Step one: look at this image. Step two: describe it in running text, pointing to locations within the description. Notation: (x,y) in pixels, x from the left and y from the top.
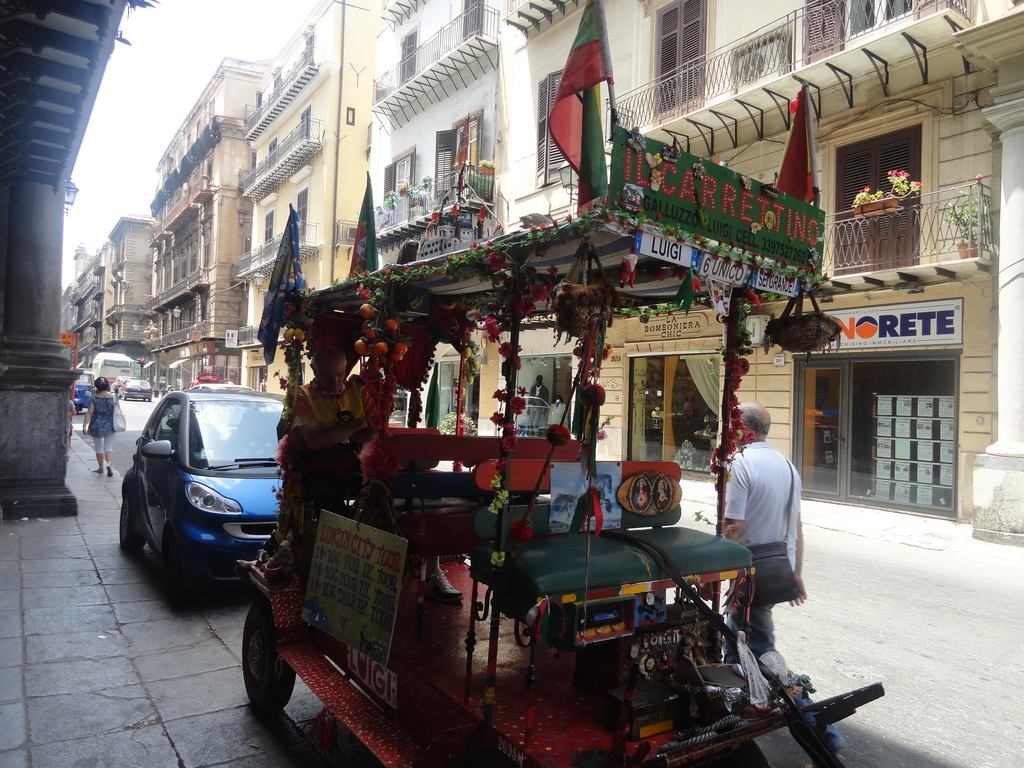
In this picture we can see few vehicles (258,396) and group of people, and we can see few buildings (488,389), flower pots (874,185) and metal rods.
